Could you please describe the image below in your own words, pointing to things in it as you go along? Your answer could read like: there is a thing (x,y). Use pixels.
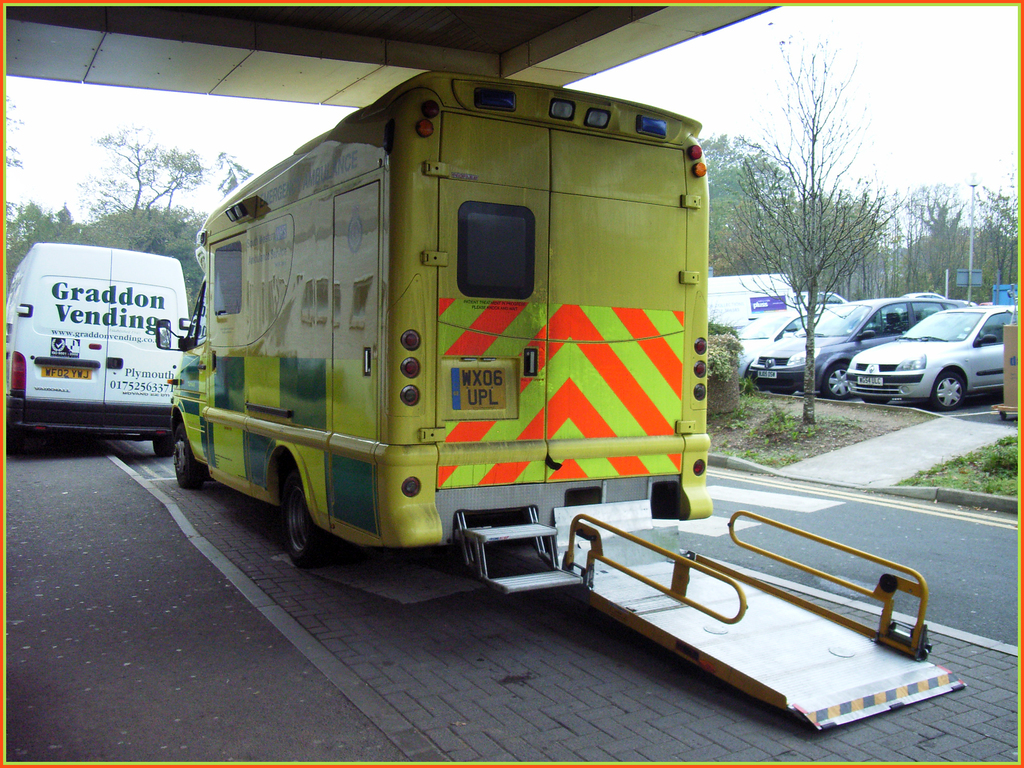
In this image, we can see some vehicles (509,328). There are trees (930,252) in the middle of the image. There is a ceiling (520,52) and sky (707,96) at the top of the image (741,72).
